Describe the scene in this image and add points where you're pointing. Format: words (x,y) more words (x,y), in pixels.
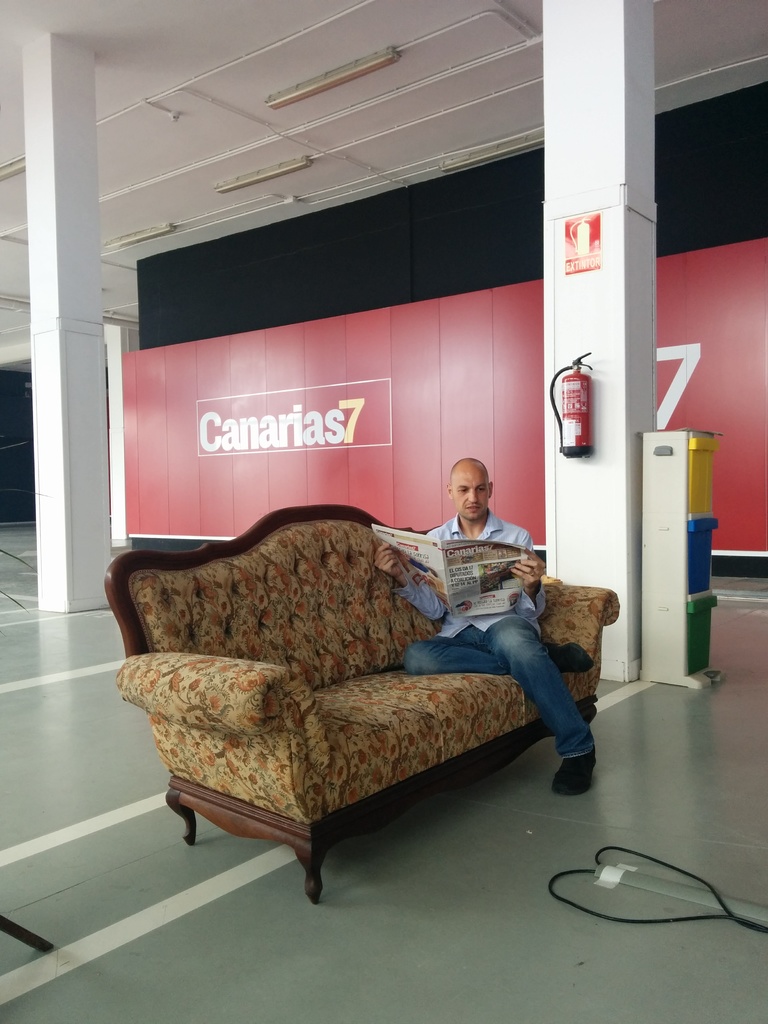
In the picture I can see a person (471,616) wearing a shirt (471,616) is holding a newspaper (424,570) and sitting on the sofa (393,754). Here we can see wires (660,919), fire extinguisher (581,440) fixed to the pillar (606,460), we can see some object (706,579), red color wall (359,379) on which we can see some text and we can see the ceiling lights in the background (173,395).
